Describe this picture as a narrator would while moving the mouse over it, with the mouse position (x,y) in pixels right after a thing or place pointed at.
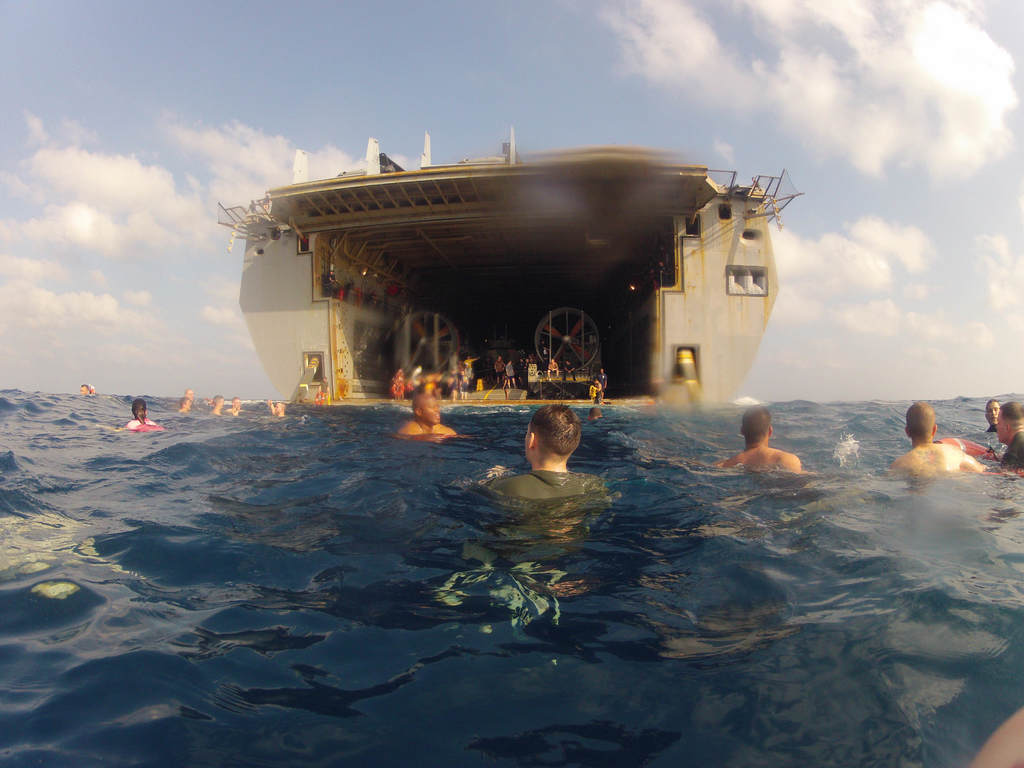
In this image in the center (478,383) there is one object (681,302) and it looks like a ship (453,271), at the bottom (608,526) there is a sea (205,489). In the sea (426,446) there are some persons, and at the top of the image (608,86) there is sky (833,126).
